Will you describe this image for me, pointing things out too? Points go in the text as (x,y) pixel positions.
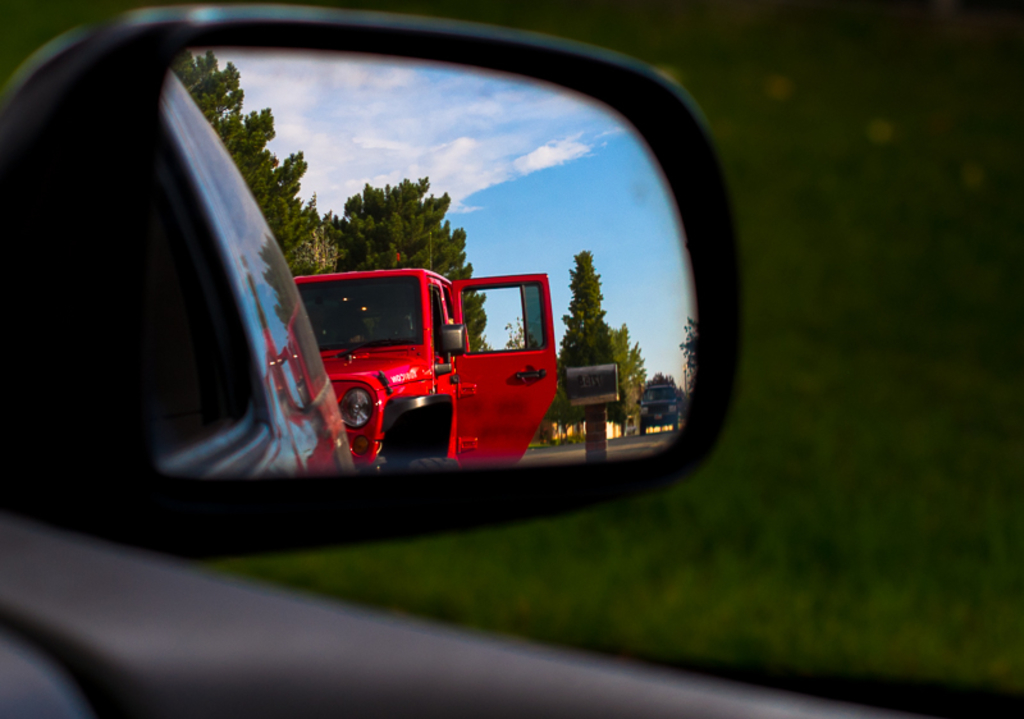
In the picture I can see a mirror (669,190) in which we can see the reflection (445,392) of a red color car (474,393), another vehicle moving on the road (559,460). Here we can see the letter box (573,395), trees (634,362) and the blue color sky (420,121) with clouds (378,134) in the background (475,223).
